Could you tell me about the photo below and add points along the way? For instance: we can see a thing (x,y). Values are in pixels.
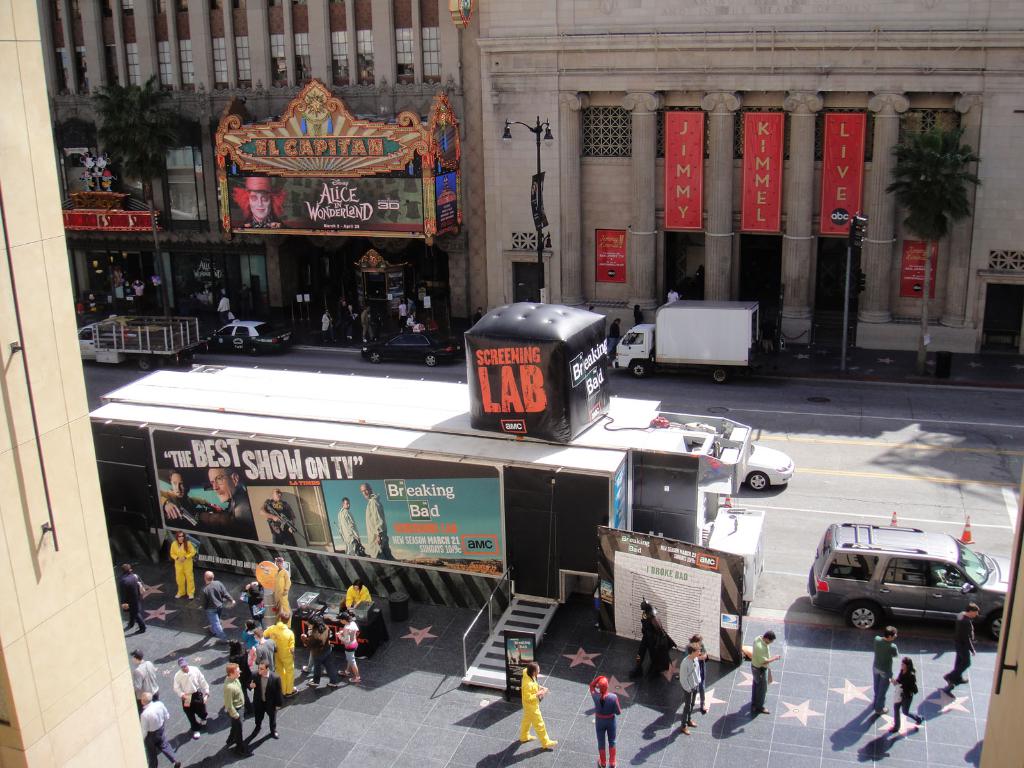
This image consists of many people (756,651) on the road (612,633). In the middle (461,470), it looks like a cabin (518,516). We can see many vehicles (938,595) on the road (679,405). In the front (14,212), there are buildings (876,271). And we can see the name boards (757,224) along with the trees (935,214).
